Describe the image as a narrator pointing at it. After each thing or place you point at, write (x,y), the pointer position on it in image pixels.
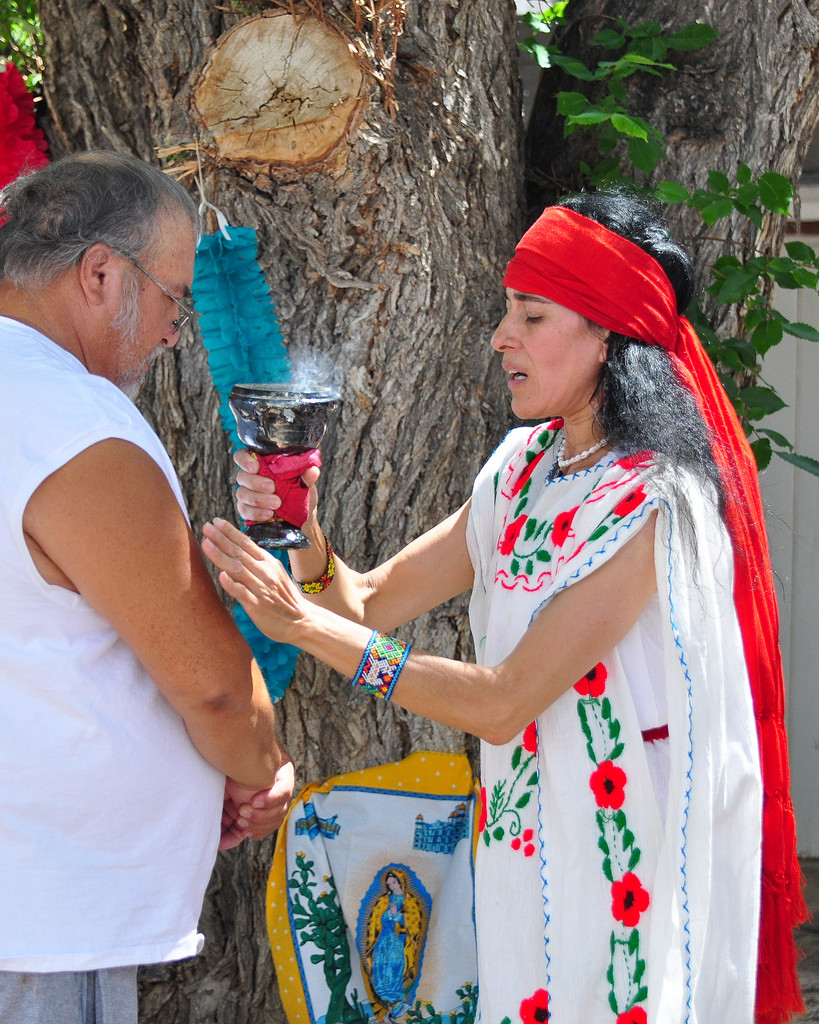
In this picture there are persons (399,653) standing in the front (604,766). The woman (513,657) on the right side (588,751) is standing and holding an object (282,435) which is black in colour. In the background (414,356) there is a tree (461,279) and on the tree (336,771) there is a cloth (369,843) and there is a white colour wall (793,424) behind the tree (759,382).
